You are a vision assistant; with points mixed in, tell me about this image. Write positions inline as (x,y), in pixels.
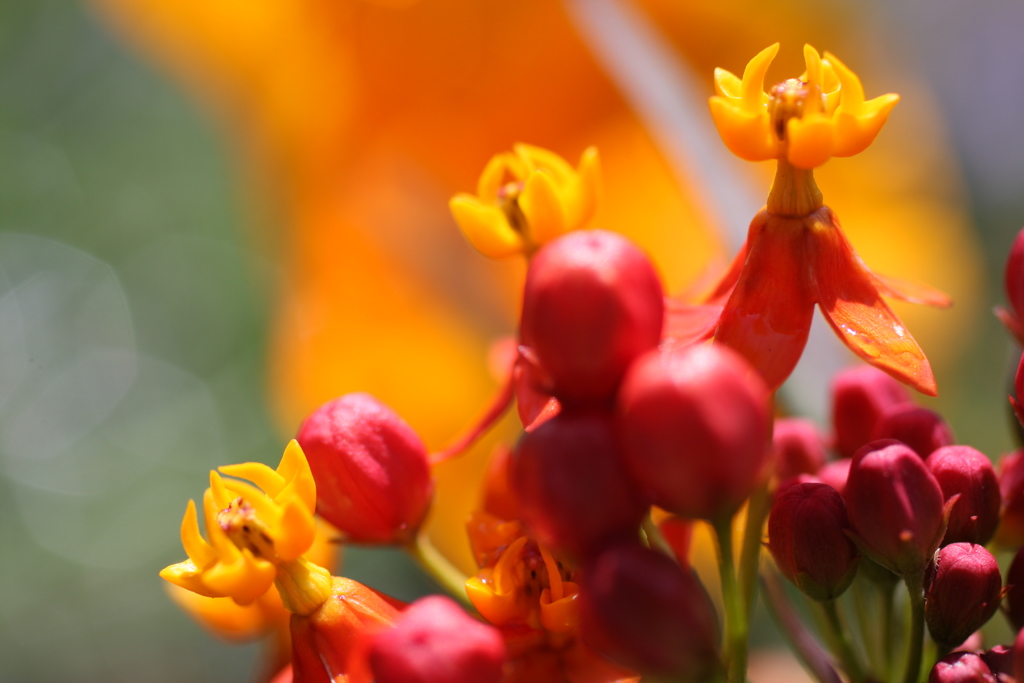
In this image I can see there are some flowers (374,457) visible with yellow and red color.
